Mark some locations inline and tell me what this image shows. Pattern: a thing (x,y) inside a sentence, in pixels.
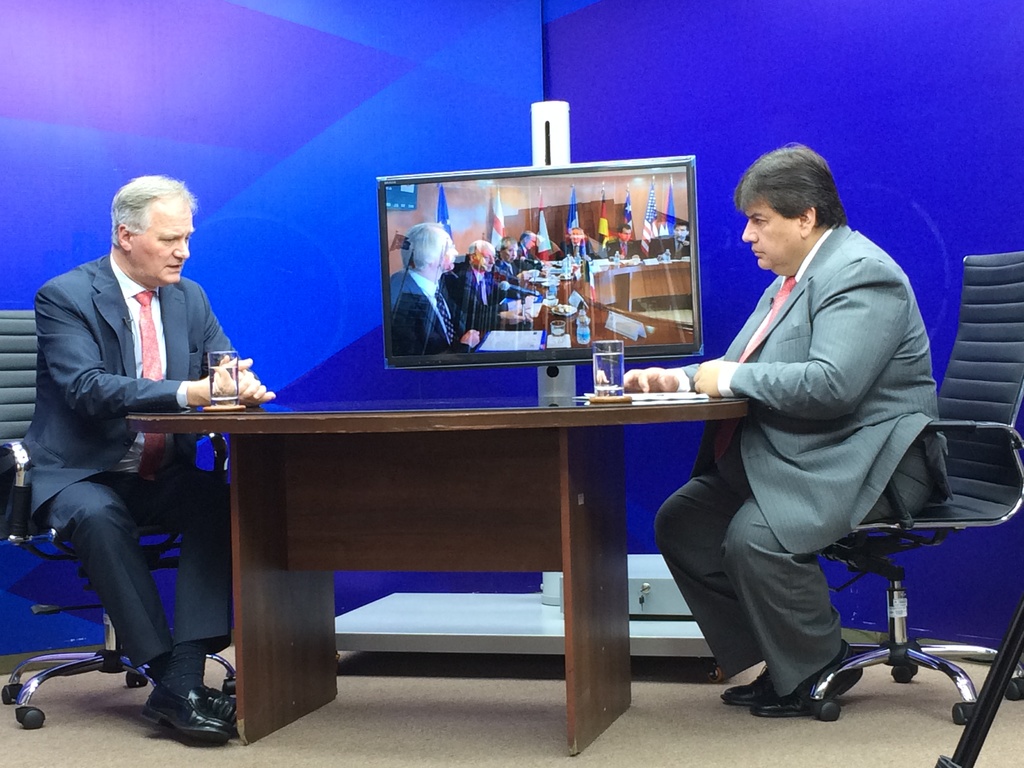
In this picture we can see two men (795,340) wearing suits (791,352), sitting in the front (673,381) and discussing something. In the center (386,441) we can see the wooden table (456,504) and television screen (519,312). Behind there is a blue wall (420,118).
